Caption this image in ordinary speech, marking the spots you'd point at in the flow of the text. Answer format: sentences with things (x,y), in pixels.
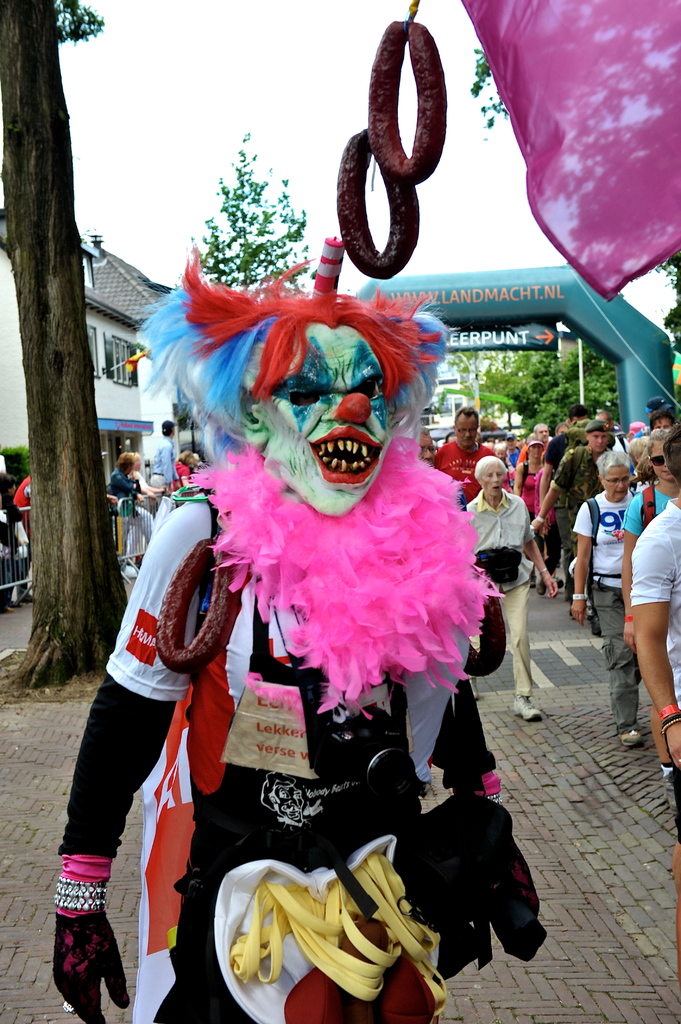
In this image there is a man (305,651) wearing costumes (302,804) and standing on a pavement (643,871), in the background (675,489) there are people (568,472) standing and there are trees (213,266) houses (109,350) and an arch (533,291).
